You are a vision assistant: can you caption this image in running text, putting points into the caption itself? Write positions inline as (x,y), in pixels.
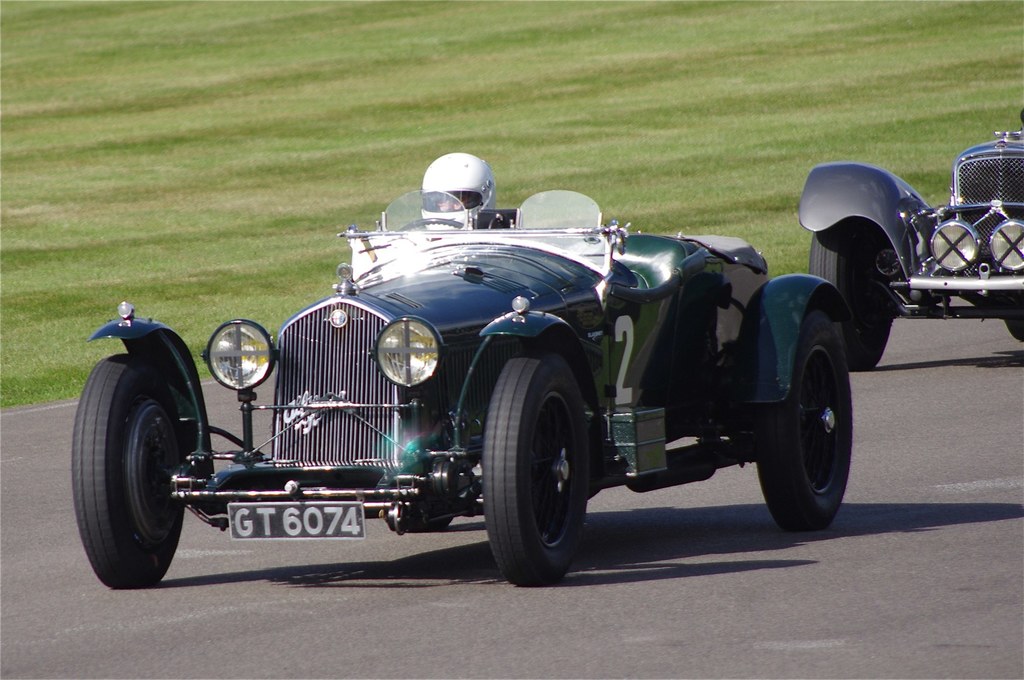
In this image I can see few vehicles (686,406) on the road (697,531). Inside the vehicle (520,211) I can see a person (484,184).
